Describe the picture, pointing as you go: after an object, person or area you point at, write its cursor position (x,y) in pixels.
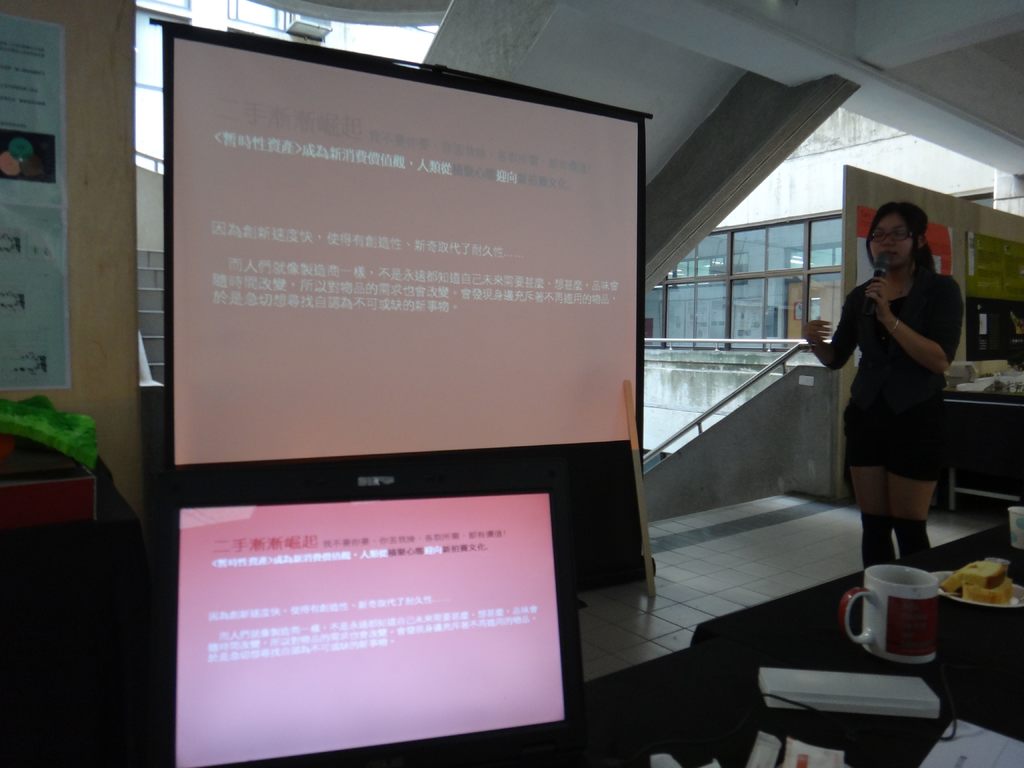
On the right (854,332) there is a woman (919,217) who is wearing spectacle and black dress (910,355). She is holding a mic (877,272). She is standing near to the table (1021,558). On the table (916,739) we can see the cup (925,652), plate (980,606), cookies (969,582), papers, tissue papers (765,746) and laptop (537,708). On the left (323,174) there is a projector screen (269,311) near to the stairs (151,314). Beside that we can see a poster (29,286) on the wall (102,309). In the background (729,307) we can see the windows (769,309) and pipes (739,342).
